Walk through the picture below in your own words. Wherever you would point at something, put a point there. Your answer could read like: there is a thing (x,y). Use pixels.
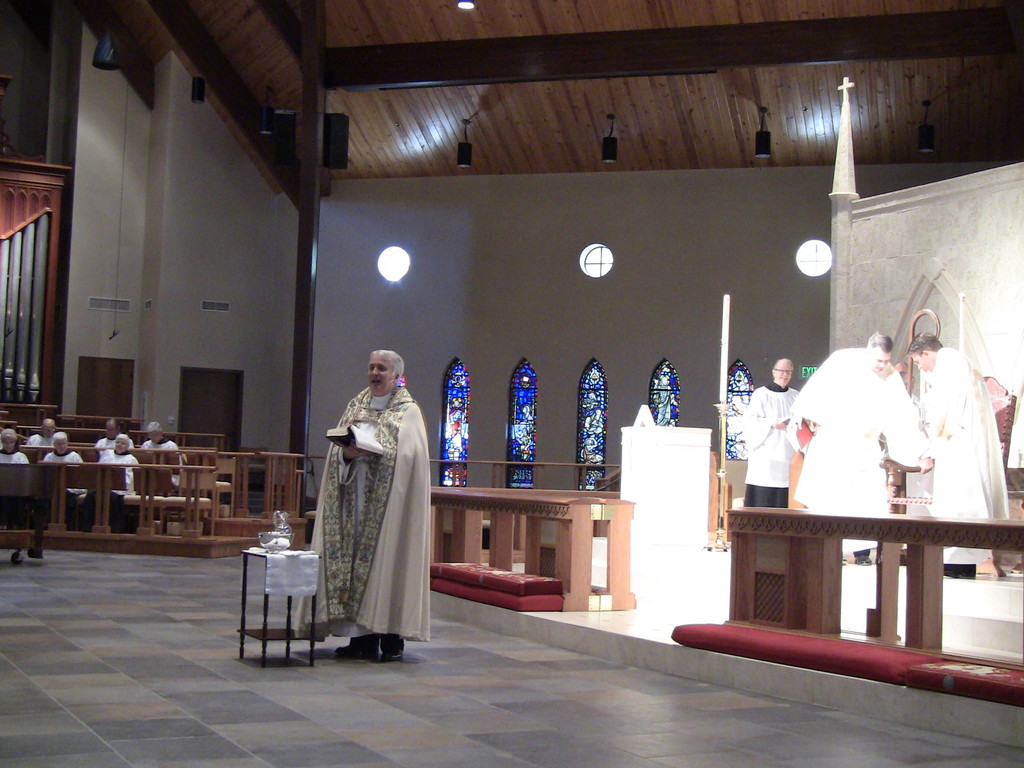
In this picture I can see there are few people (975,504) standing here and they are holding a book (344,432) and in the backdrop (107,446) there are few people (157,425) sitting and there is a wall (1003,245).
